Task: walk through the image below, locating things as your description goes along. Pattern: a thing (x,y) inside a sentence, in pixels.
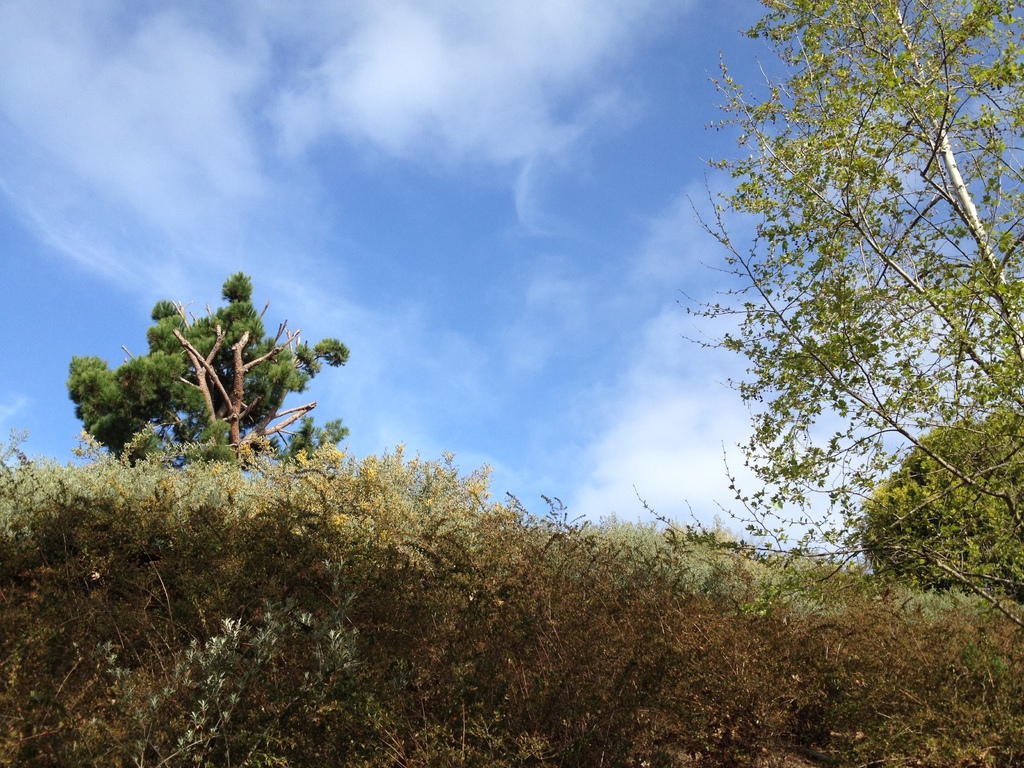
In the image there are many plants (475,599) and around the plants (280,503) there are three trees (950,511).
